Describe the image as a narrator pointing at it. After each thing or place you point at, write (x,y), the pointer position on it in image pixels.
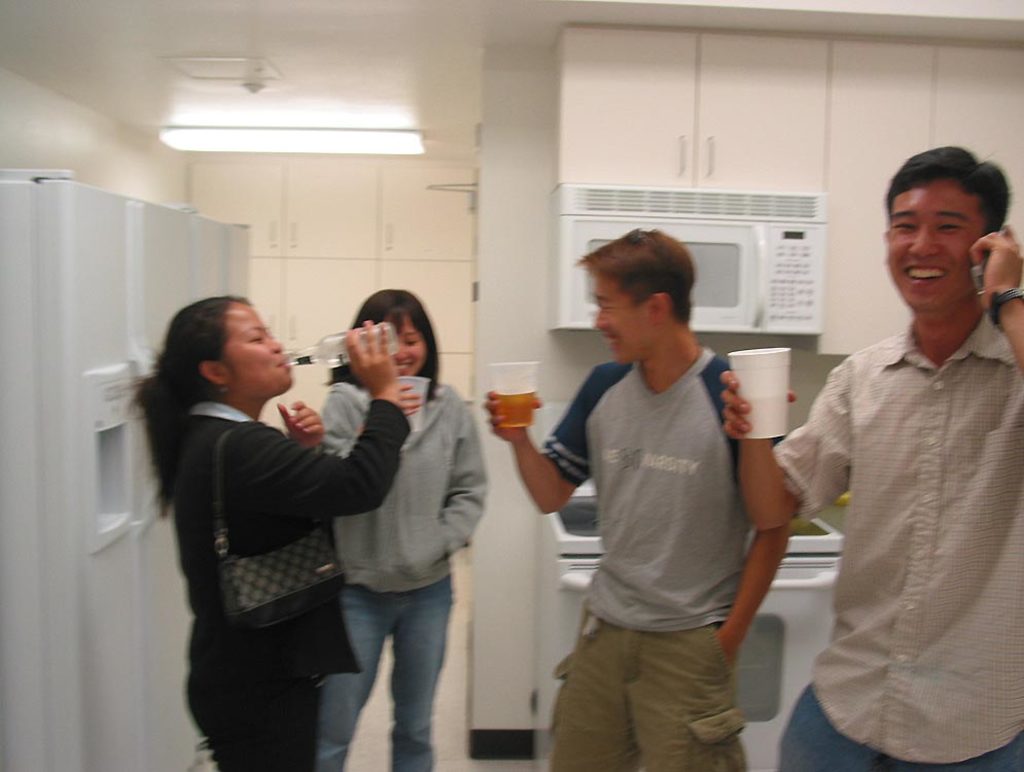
This image is taken indoors. In the background (479,234) there is a wall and there are many cupboards (418,229). There is an oven (781,254). At the top of the image (253,56) there is a ceiling (323,102) with a light (308,146). On the left side of the image (97,226) there is a refrigerator (105,450). In the middle of the image (554,447) two men (562,488) and two women (373,502) are standing on the floor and they are holding glasses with wine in their hands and a woman (292,444) is drinking wine (388,343) with a bottle (319,360).
